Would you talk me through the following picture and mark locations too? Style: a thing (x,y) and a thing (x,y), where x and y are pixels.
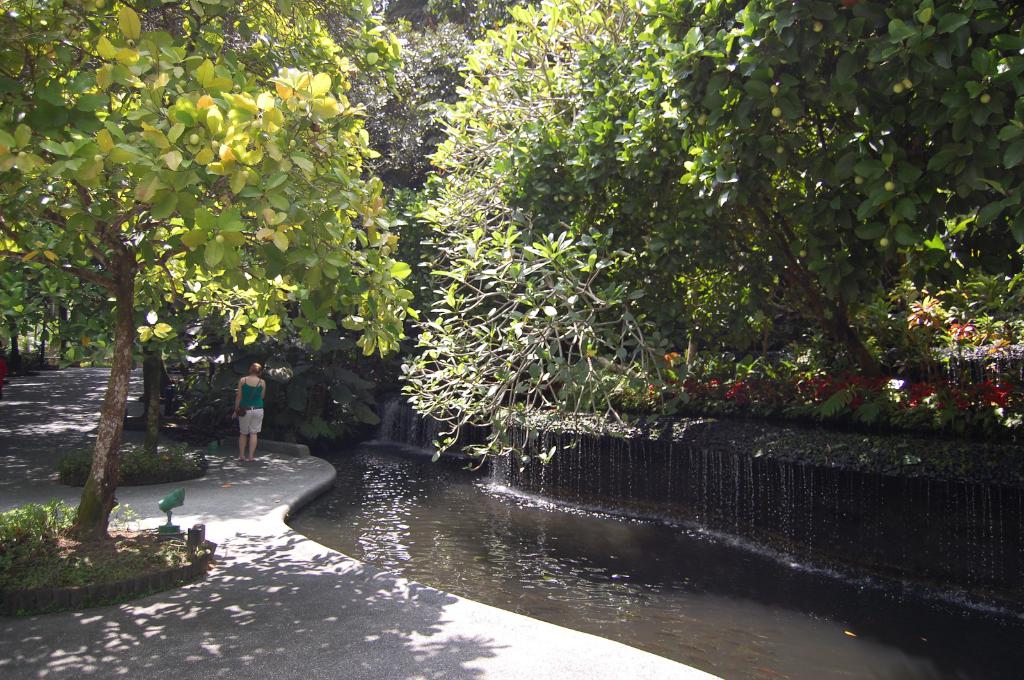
In the picture I can see the water (581,602) on the right side of the image (898,615) and we can see a person (263,392) standing on the road (289,465). Here we can see trees (350,119) on the either side of the image.
